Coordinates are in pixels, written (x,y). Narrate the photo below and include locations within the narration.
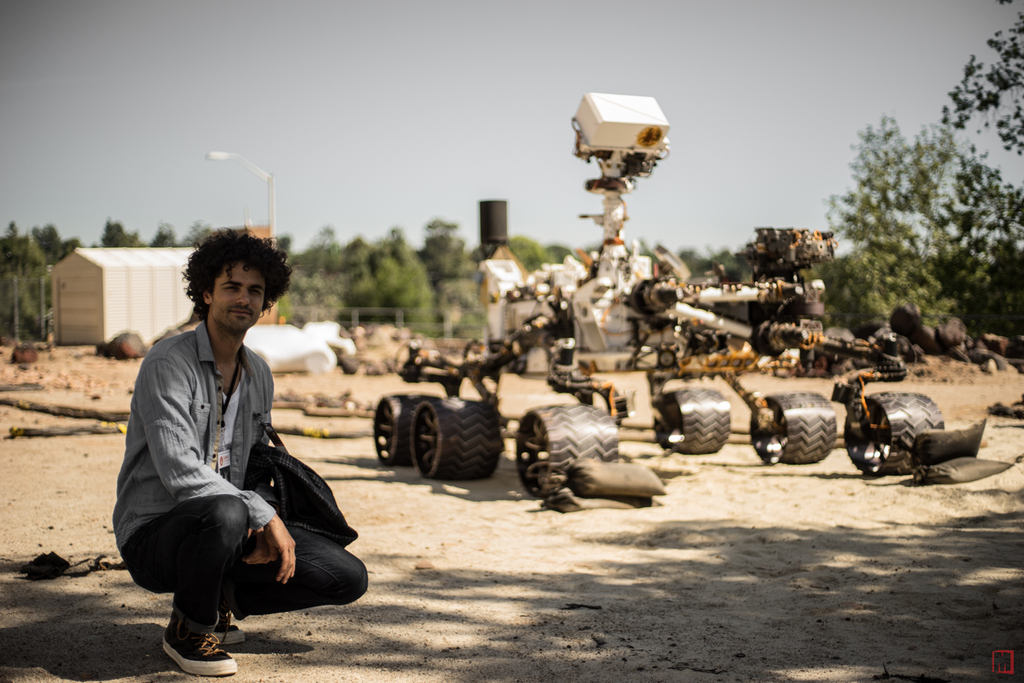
In this image we can see a man (266,398) on the ground (362,523). On the backside (712,435) we can see a vehicle (711,449), fence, a house (161,324) with a roof (106,255), a street lamp (263,170), a group of trees (746,273), some stones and the sky (445,214) which looks cloudy.
